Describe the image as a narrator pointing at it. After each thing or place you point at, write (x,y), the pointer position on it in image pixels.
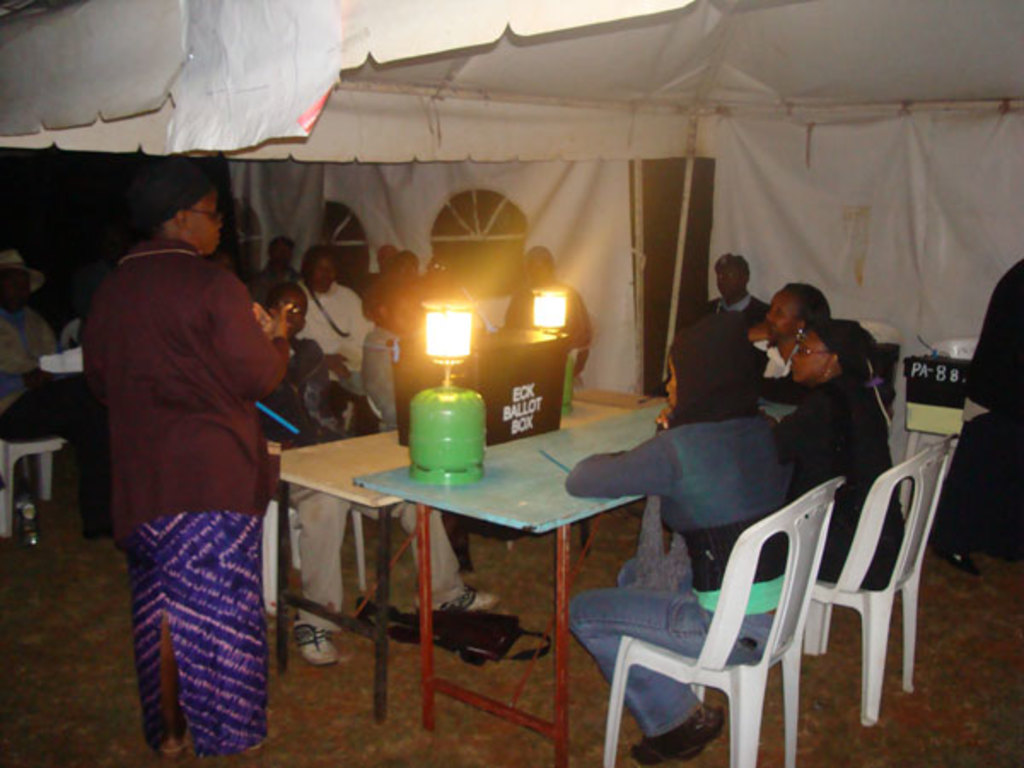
This image is clicked outside. There is a tent (753,191) in this image, there are tables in the middle (540,434) and chairs (736,556) are placed around the table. There are lamps (420,470) in the middle (417,413) on the tables (368,472). There are person (645,452) sitting on chairs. On the left side (257,538) there is a person (249,488) who is standing.
